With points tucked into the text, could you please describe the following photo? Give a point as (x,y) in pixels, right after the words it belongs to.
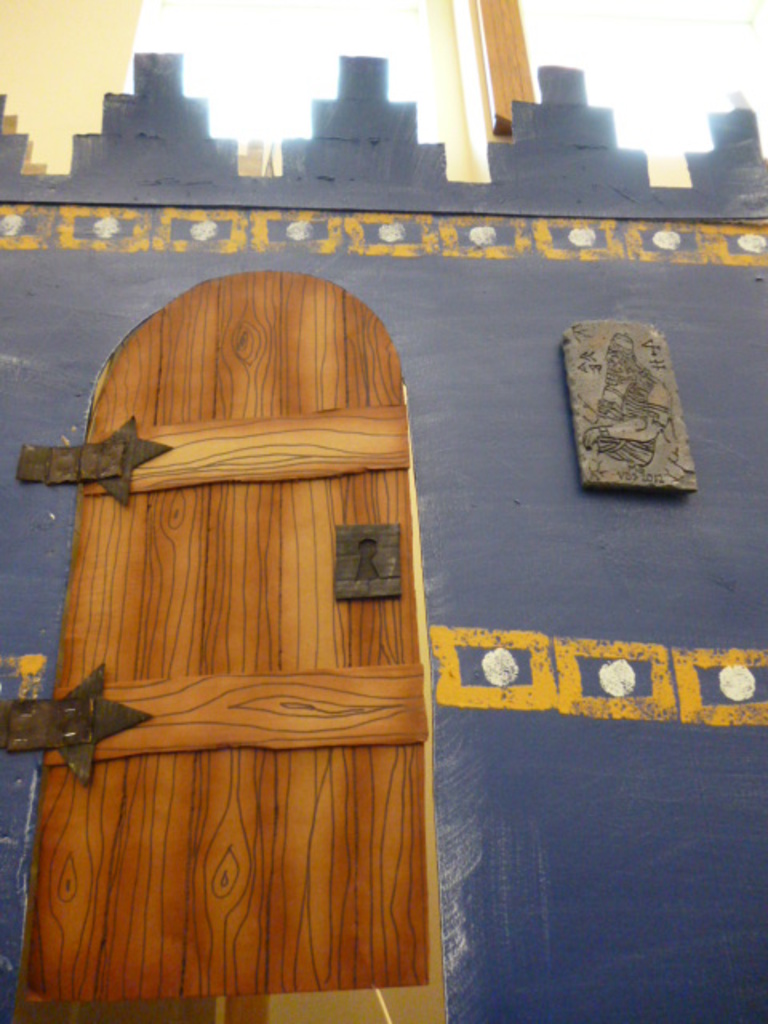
In the foreground of this image (16,850), there is a cardboard sheet (563,373) and is painted like a door (384,694) and a wall (549,679). In the background (81,44), there is a wall (56,65) and it seems like a glass (591,25) on the top (633,50).
